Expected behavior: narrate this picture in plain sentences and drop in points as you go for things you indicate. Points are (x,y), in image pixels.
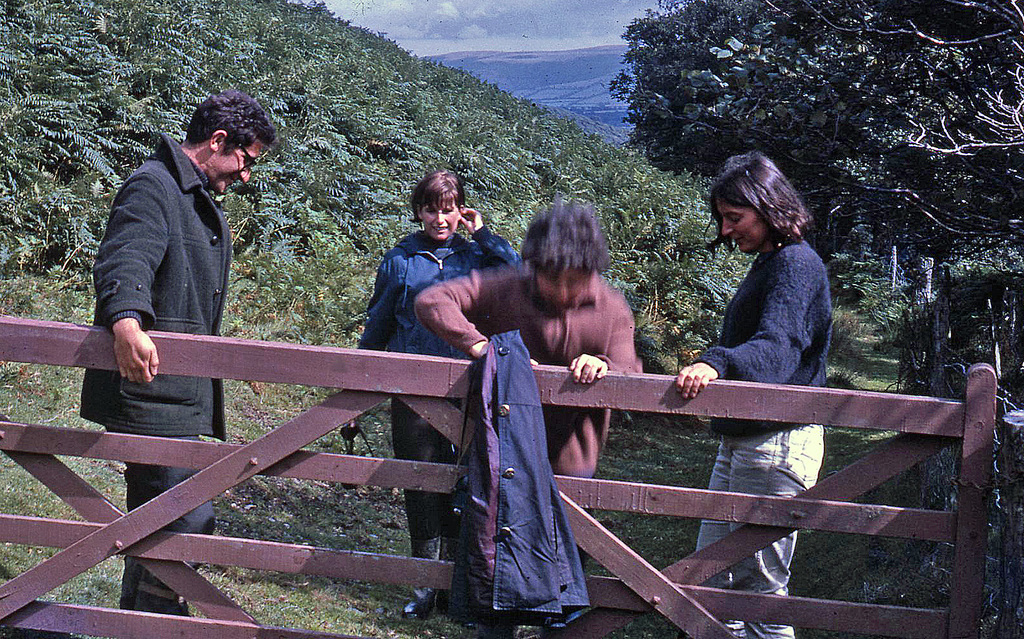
At the bottom of the picture (291,496), we see grass (227,594) and a brown color wooden railing (190,584). We see a blue jerkin (511,490) is on the railing (685,600). Beside that, we see four people (442,221) are standing. The man (208,319) in black jacket (171,244) who is wearing spectacles (243,152) is smiling. On the right side (818,153), we see the trees (885,188). In the background (374,107), there are trees (405,99) and hills (471,67). At the top of the picture (498,39), we see the sky (456,15).
